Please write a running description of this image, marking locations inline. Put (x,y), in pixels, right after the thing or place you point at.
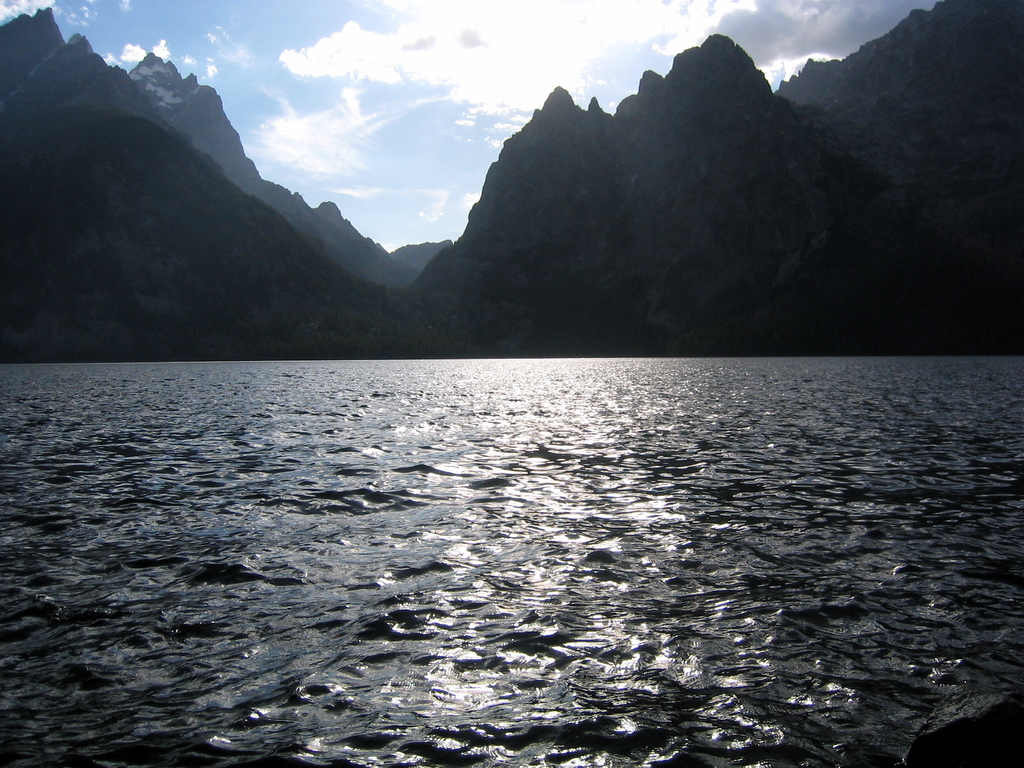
In this image we can see water (373,377), hills (732,98) and the blue color sky (353,133) with clouds (429,58) in the background (381,133).
